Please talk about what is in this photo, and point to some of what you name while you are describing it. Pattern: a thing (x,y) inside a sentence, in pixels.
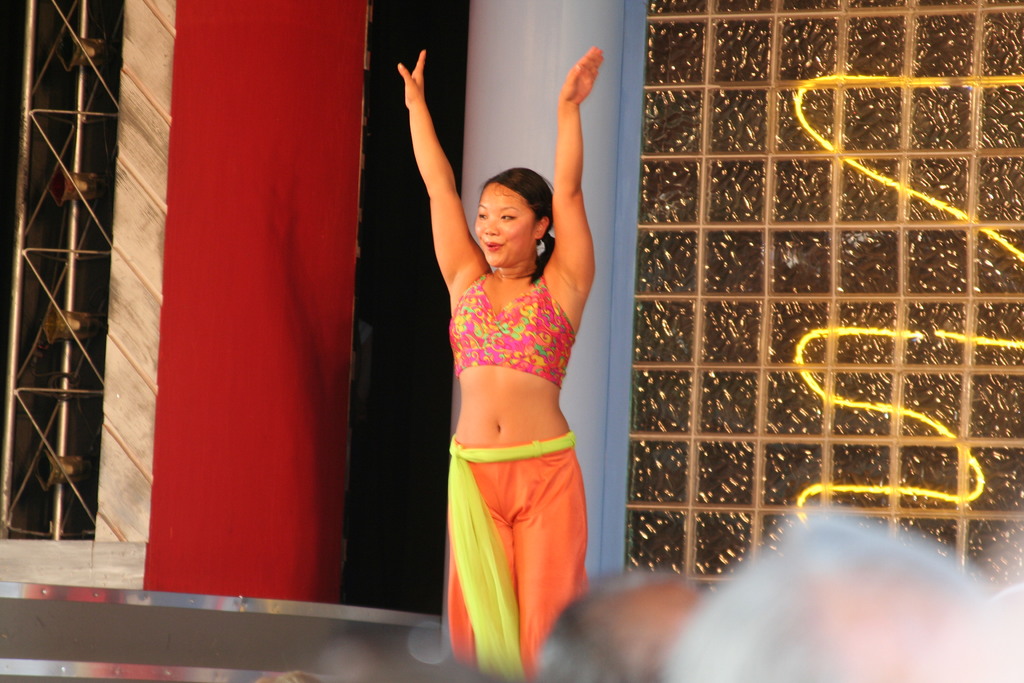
In this image in the middle (546,382), there is a woman (483,429), she wears a dress (512,484), she is dancing. At the bottom (614,617) there are some people (903,582). In the background (627,378) there is stage (639,386) and lights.
